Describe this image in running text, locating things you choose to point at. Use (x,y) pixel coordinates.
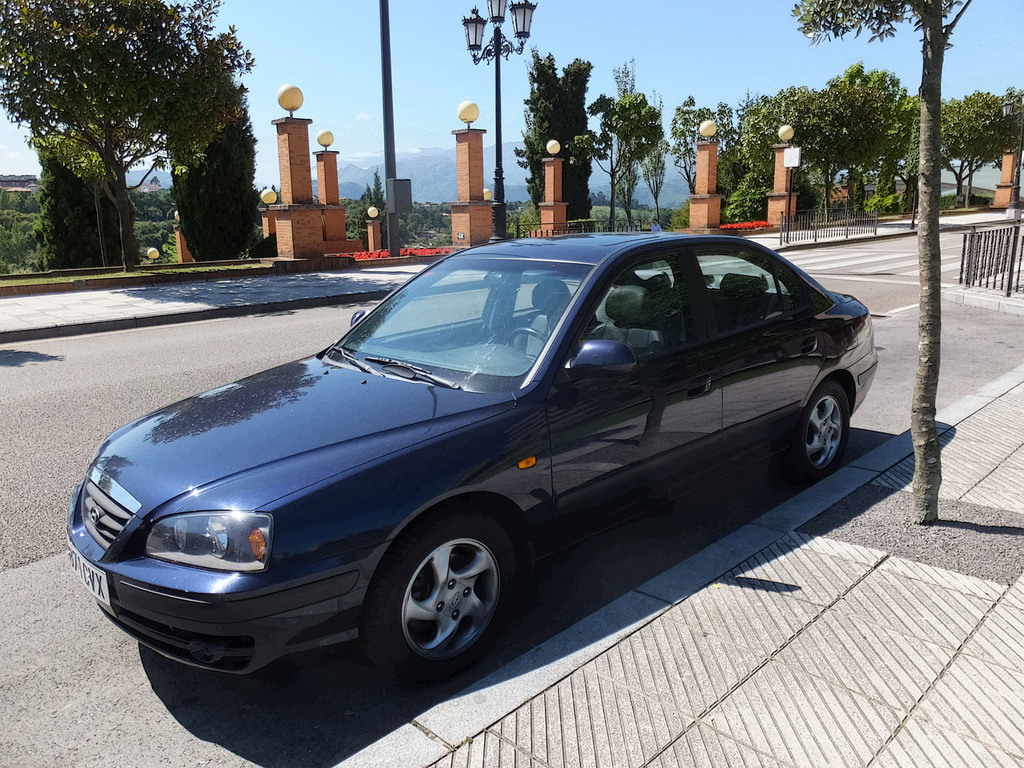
In this image there is one car (389,414) at bottom of this image (401,534) and there is a road (214,358) in middle of this image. There is one tree (928,448) at right side of this image (934,459), and there are some lights (701,134) are arranged at top of this image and there are some trees (573,180) in the background (63,210). there is a sky (305,46) at top of this image (340,40). there is one pole (504,203) in middle of this image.
